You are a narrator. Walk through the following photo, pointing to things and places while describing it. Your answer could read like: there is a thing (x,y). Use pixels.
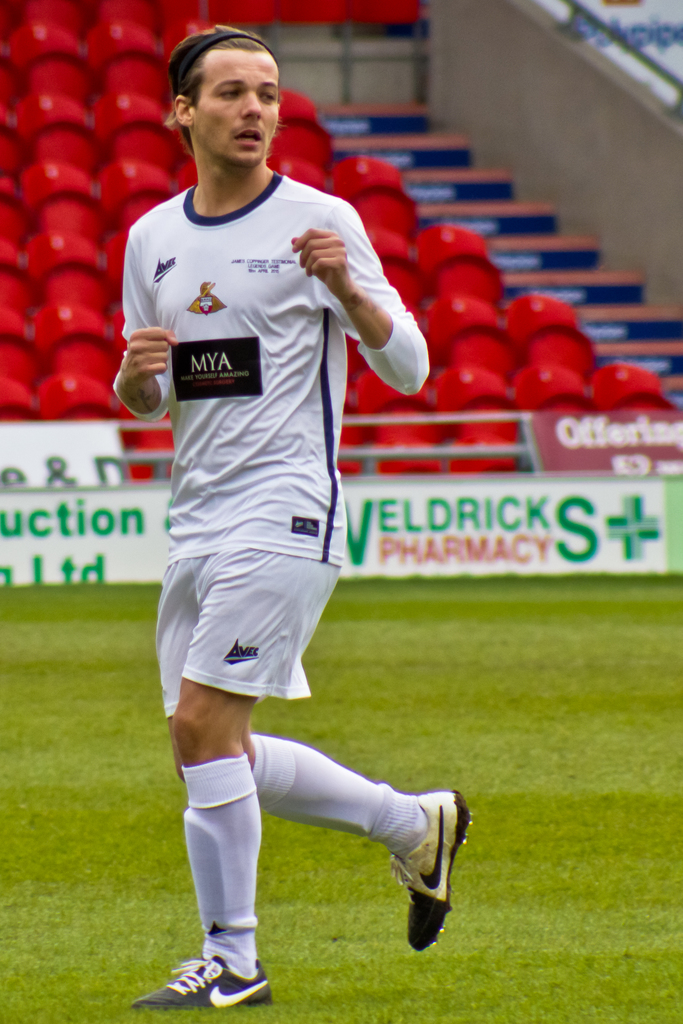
In this image we can see a person (129,242) in a sports dress (282,518) and we can see grass (606,712) on the ground (623,773) and in the background (101,483), we can see boards (74,490) with the text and there are some chairs (118,58) in the stadium (555,376).
